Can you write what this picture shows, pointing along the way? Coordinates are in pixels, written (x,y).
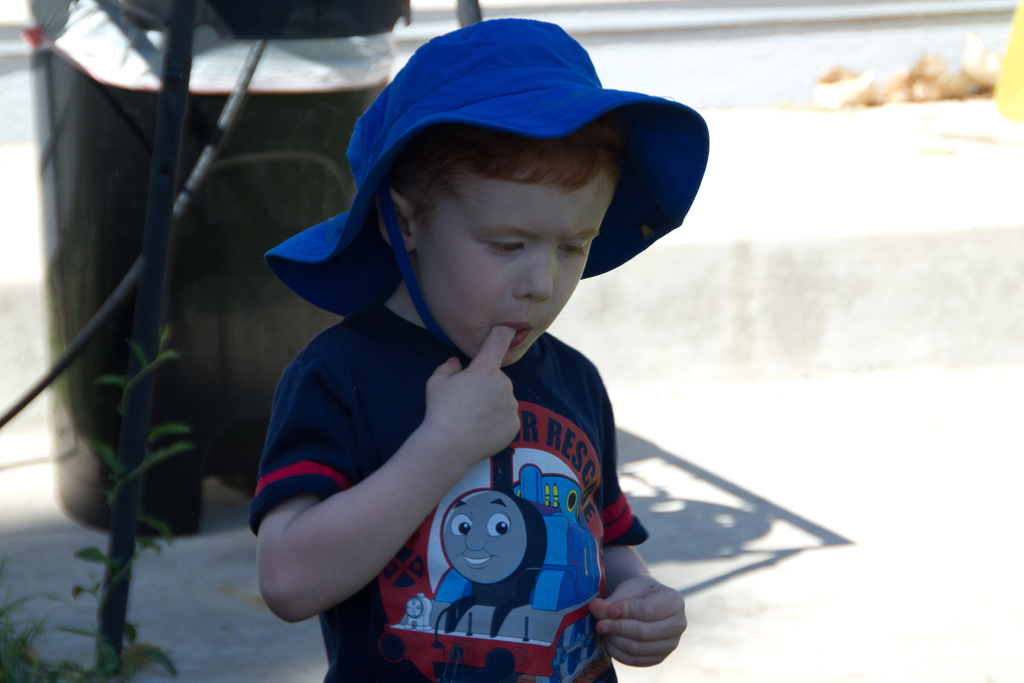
In this image there is a boy (425,383) wearing hat (308,238), in the background (176,309) there is a rod (108,586) and a dustbin (154,108) and plant (157,360), in the background (151,377) it is blurred.
